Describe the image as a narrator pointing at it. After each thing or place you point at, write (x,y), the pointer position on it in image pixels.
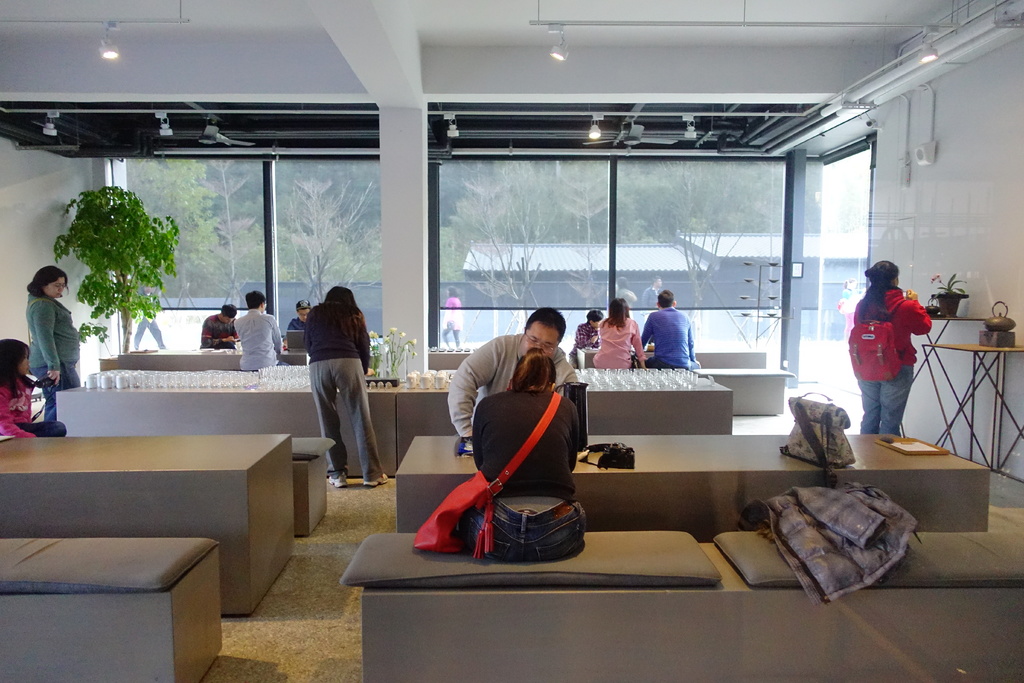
In this image there are some people (670,347). There are few tables (203,483). A man (498,378) and a woman (502,431) opposite to each other and a woman (863,394) in red hoodie (897,321) is standing at right side of the image (869,354). Three of people (630,346) are sitting at a table (725,356) which is near to the glass window (749,276). And three of other people (252,327) are sitting at left (262,330). There is a house plant (122,301) at a corner. A woman (71,343) and a child (24,398) are near a table (68,395). The table (82,392) has glasses (131,387) of water (151,382) arranged in a row. A woman (319,366) at the middle (346,379) is picking up the glass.
